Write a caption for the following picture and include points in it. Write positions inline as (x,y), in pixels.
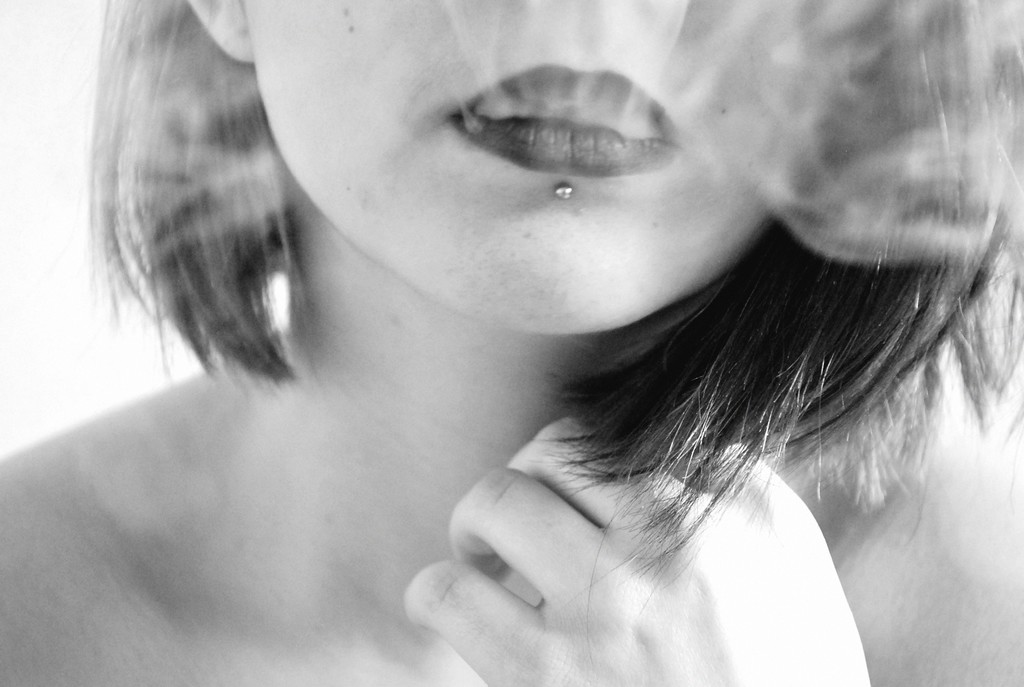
In the picture we can see a mouth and neck part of a woman (61,596) and we can also see her hand (550,598), keeping on the neck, and under her lip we can see a steel hook (561,197).
